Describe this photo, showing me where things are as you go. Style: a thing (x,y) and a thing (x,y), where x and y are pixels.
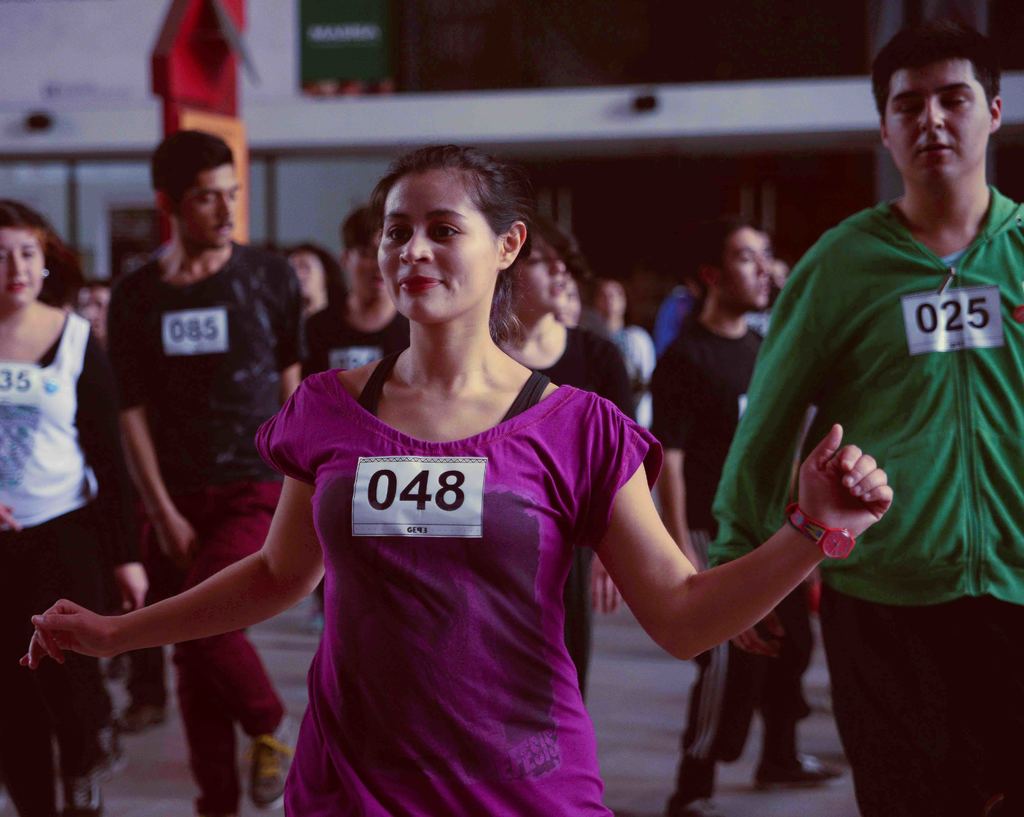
In this picture we can observe some people (272,540). There are men (372,317) and women (488,396) in this picture. We can observe a woman (375,468) wearing violet color t-shirt (496,579). On the right side (938,440) there is a man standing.
